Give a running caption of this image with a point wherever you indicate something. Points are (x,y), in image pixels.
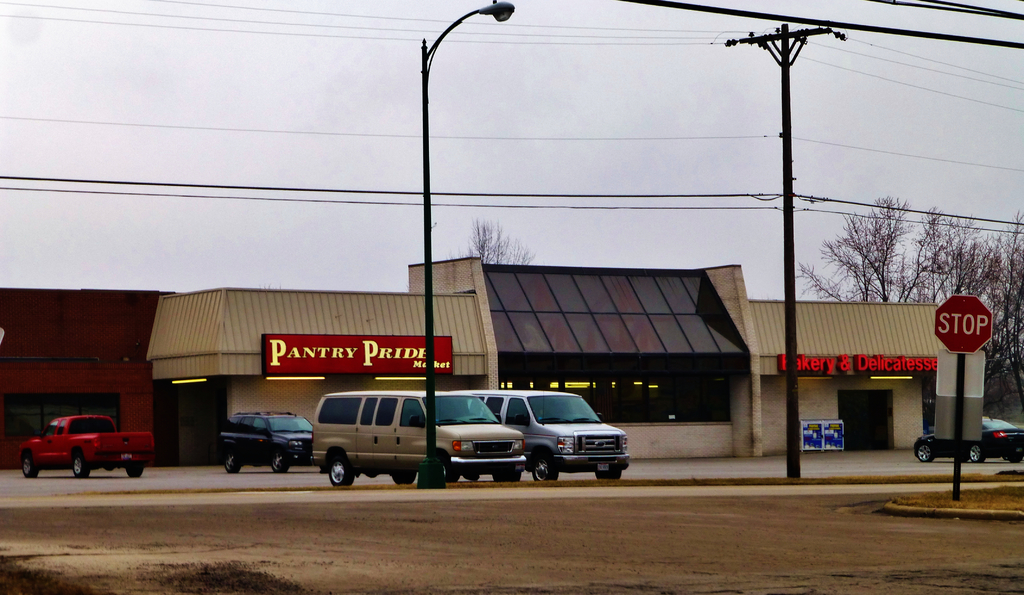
In the image there are few cars (426,446) on the road (724,463), In the back (609,359) there is a building (675,344) with trees (906,281) behind it, in the front (424,91) there are electric poles (443,477) and above its sky (313,108).
